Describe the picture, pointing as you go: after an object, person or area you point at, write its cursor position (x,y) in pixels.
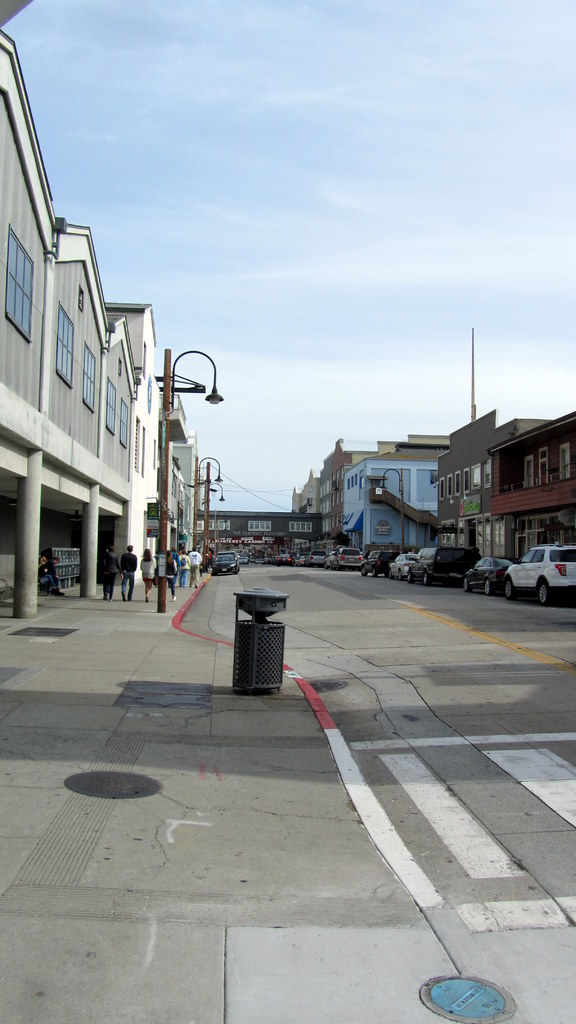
This picture is taken outside and in the foreground of this image (343,656), there is a road (364,622) to which buildings (129,482), poles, and vehicles (514,565) are on either sides of the road (334,607). On top (221,140), we see the sky (209,150).
